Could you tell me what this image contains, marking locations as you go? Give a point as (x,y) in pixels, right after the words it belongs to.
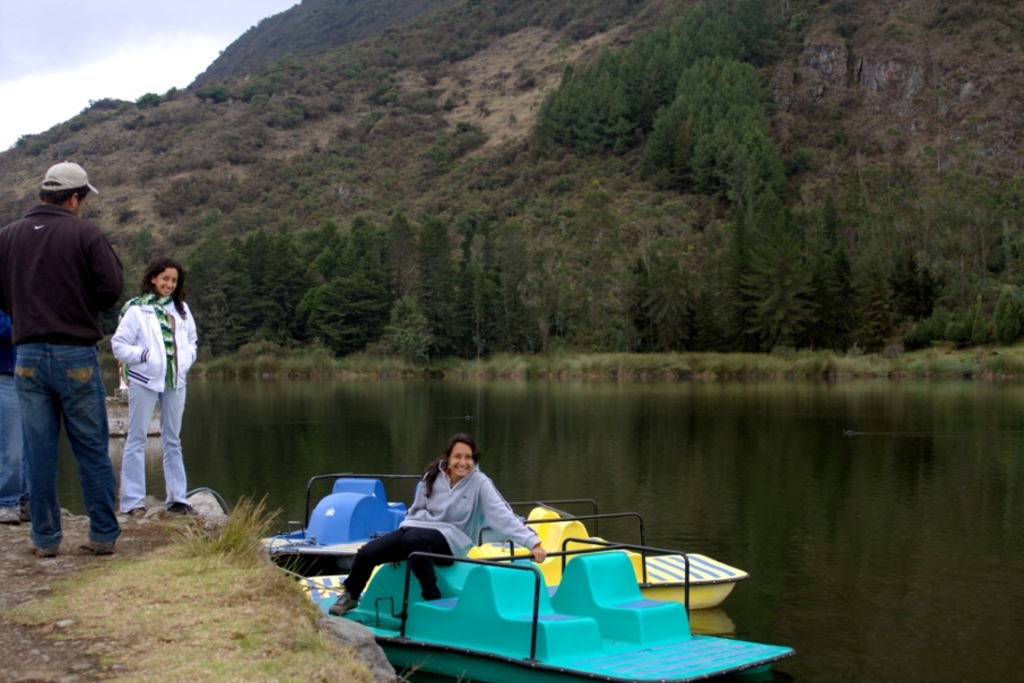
There are three people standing and this woman (444,540) sitting on a boat (485,573) and we can see boat (477,595) above the water (684,531). In the background (176,220) we can see trees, grass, hill (271,179) and sky (117,49).
